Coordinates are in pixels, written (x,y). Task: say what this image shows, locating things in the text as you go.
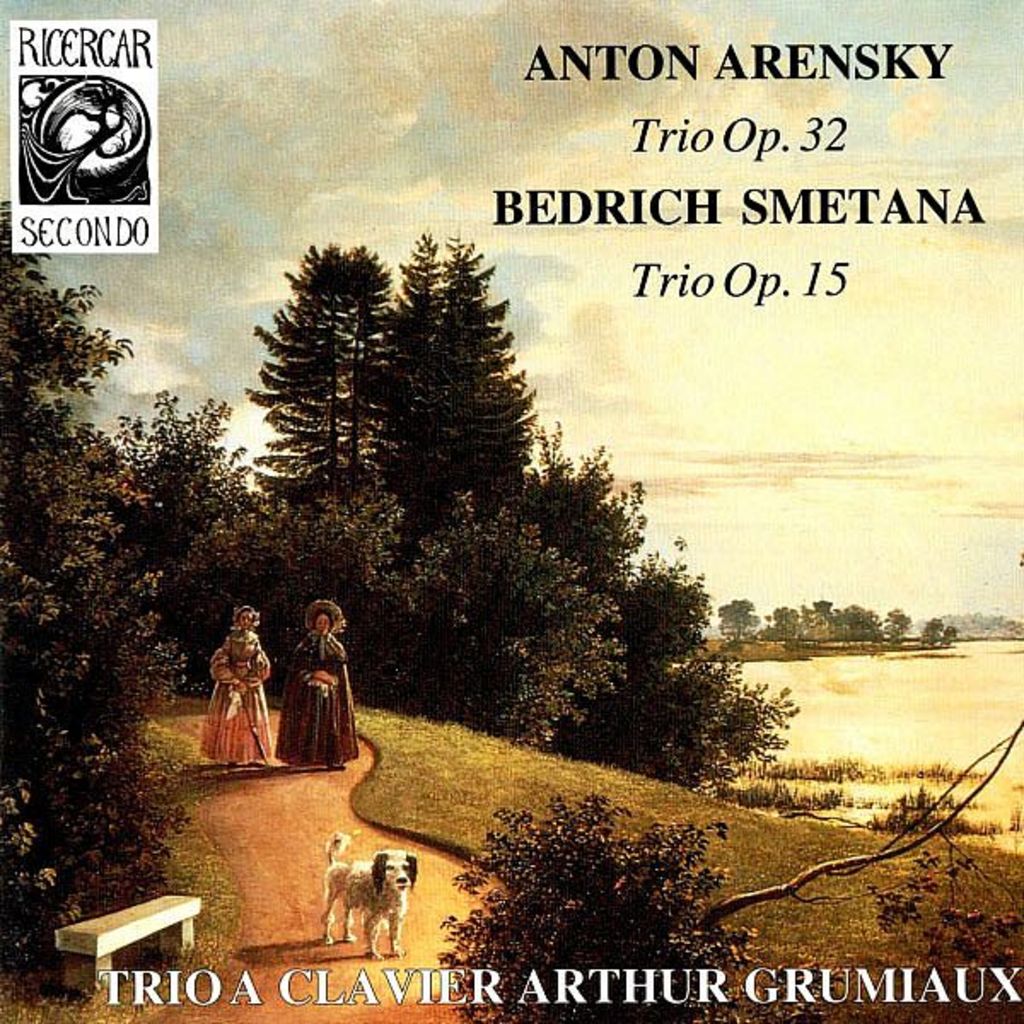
In this image, we can see a poster (577,761). In the middle of the image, we can see two people (251,674) and a dog (388,877) on the land (409,965). On the right side (905,743), we can see water (926,732) in a lake (997,664), trees (862,614), plants (922,936). On the left side (84,424), we can also see some trees (154,679), plants (19,836) and a bench (131,917). In the background (143,514), we can see some trees (535,646), plants (518,560). At the top (443,105), we can see a sky (702,117), at the bottom (501,750), we can see a grass (509,787) and a road (275,869).
